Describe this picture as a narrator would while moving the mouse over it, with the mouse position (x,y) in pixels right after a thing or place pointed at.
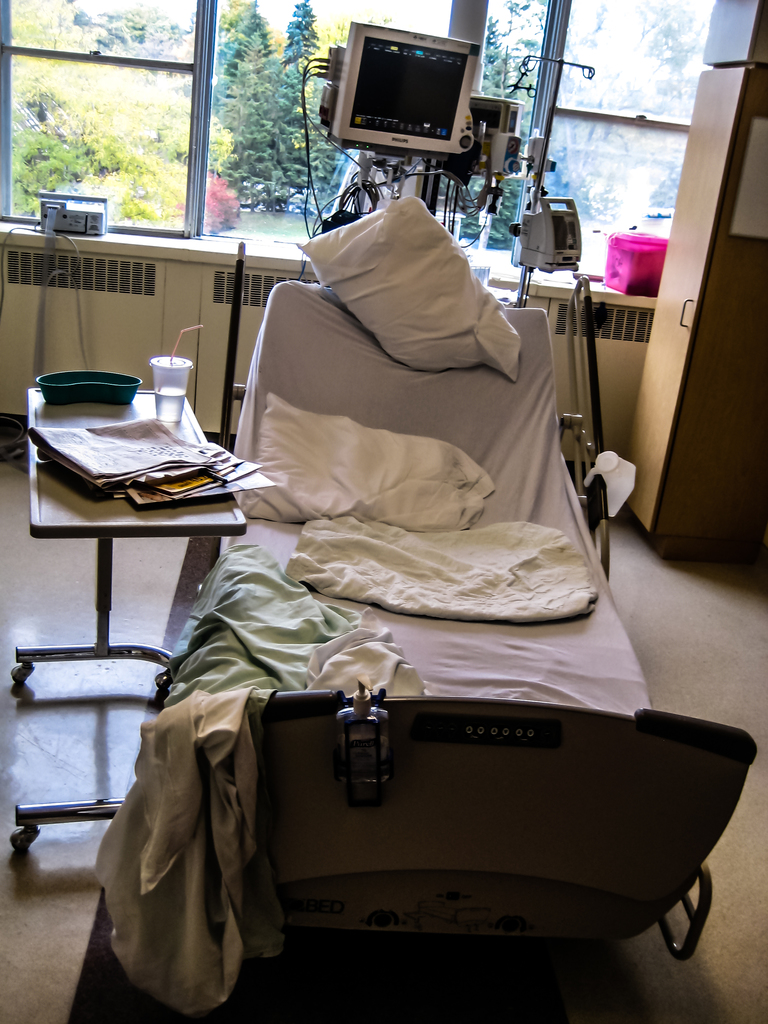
In the foreground of this image (448,629), there is a bed (371,369) on which there are pillows (388,455) and blankets (360,629). Beside it, there is a table (112,527) on which, there are papers (175,458), glass (173,379), straw (174,352) and a bowl like an object (127,389). Behind it, there are electronic equipment (416,137), a cupboard (719,218) and a pink object (638,256) and a glass window (225,133). Through the window (271,117), we can see the trees (256,119).
